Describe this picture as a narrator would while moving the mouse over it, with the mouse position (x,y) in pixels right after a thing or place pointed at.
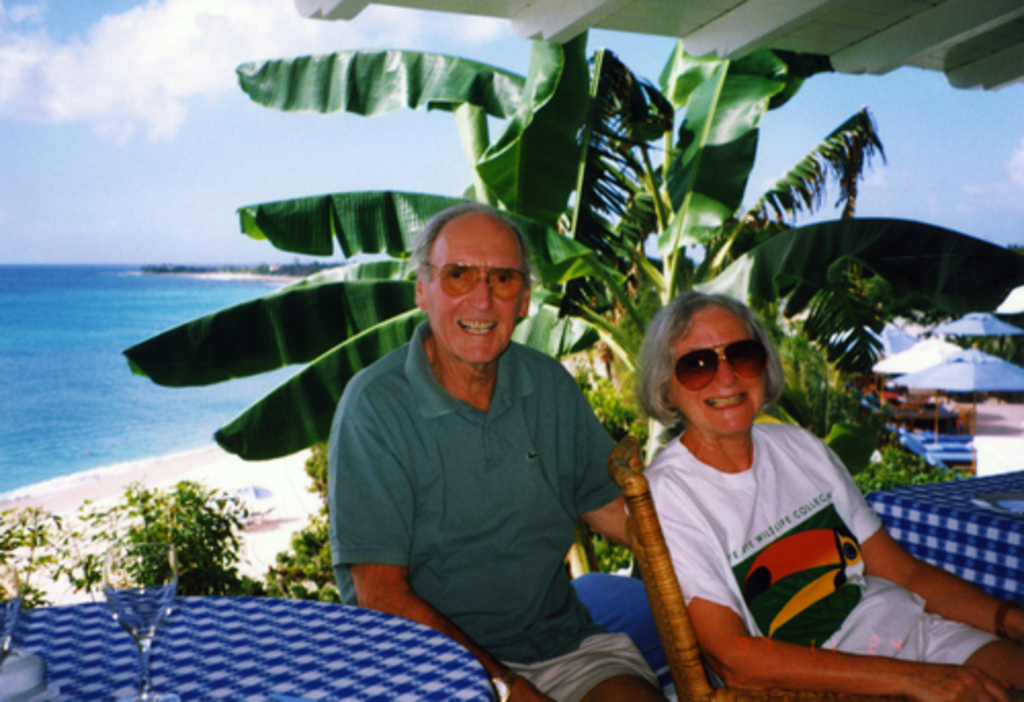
In this image, we can see a man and a woman (742,539) sitting, we can see two tables (320,661), there are two glasses (148,640) on the table (124,645), we can see some plants (552,248) and we can see green leaves (496,192), in the background (30,359) there is a sea (64,389) and we can see water (73,317), at the top (135,54) there is a sky (132,57).
